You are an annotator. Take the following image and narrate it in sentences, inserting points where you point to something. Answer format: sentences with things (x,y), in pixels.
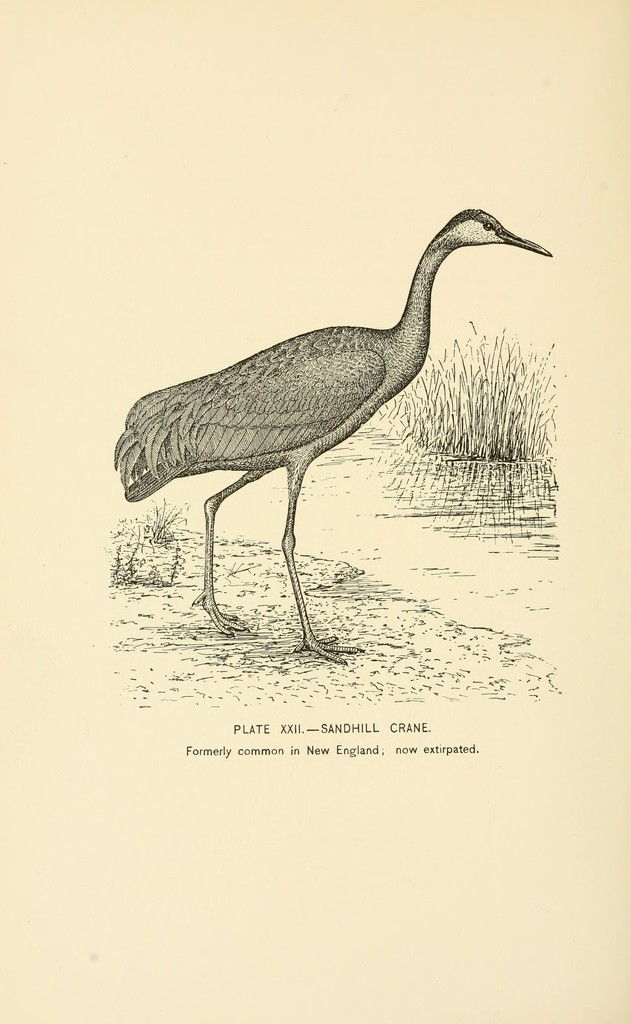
In the image there is a crane (243,441) standing on the ground (321,608). In front of the crane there is a grass (488,444). To the bottom of the crane (233,491) there is something written on it.
